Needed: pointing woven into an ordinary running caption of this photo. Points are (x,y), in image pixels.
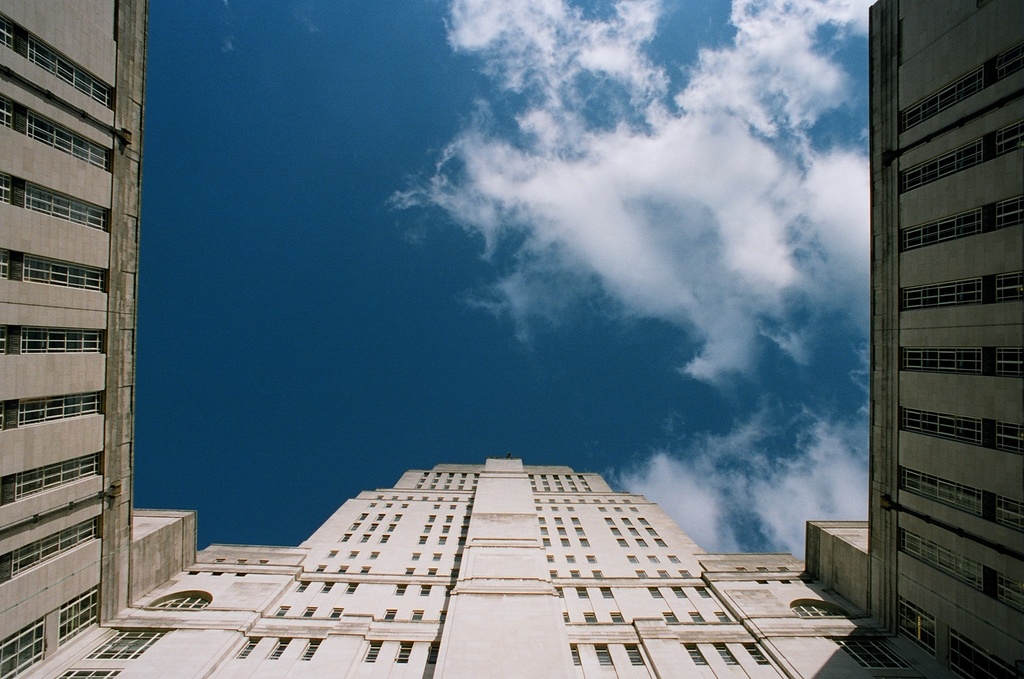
As we can see in the image there are buildings (606,574), windows (956,565), sky (433,459) and clouds (805,249).
